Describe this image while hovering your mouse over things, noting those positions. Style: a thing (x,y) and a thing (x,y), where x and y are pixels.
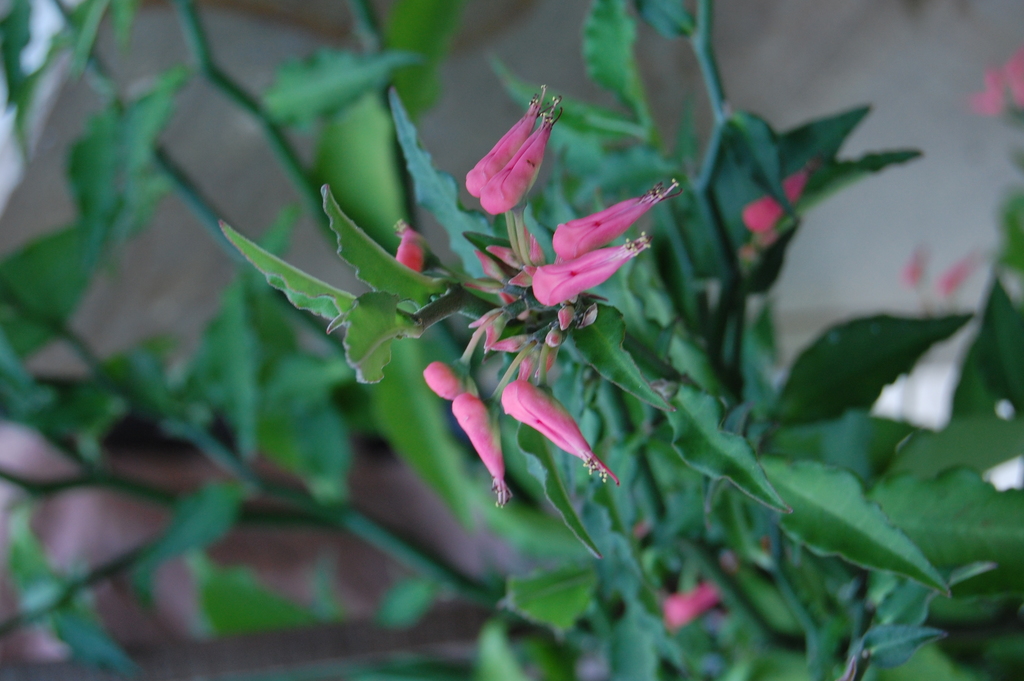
In this image there are plants (498,465) and we can see flowers (564,430).
